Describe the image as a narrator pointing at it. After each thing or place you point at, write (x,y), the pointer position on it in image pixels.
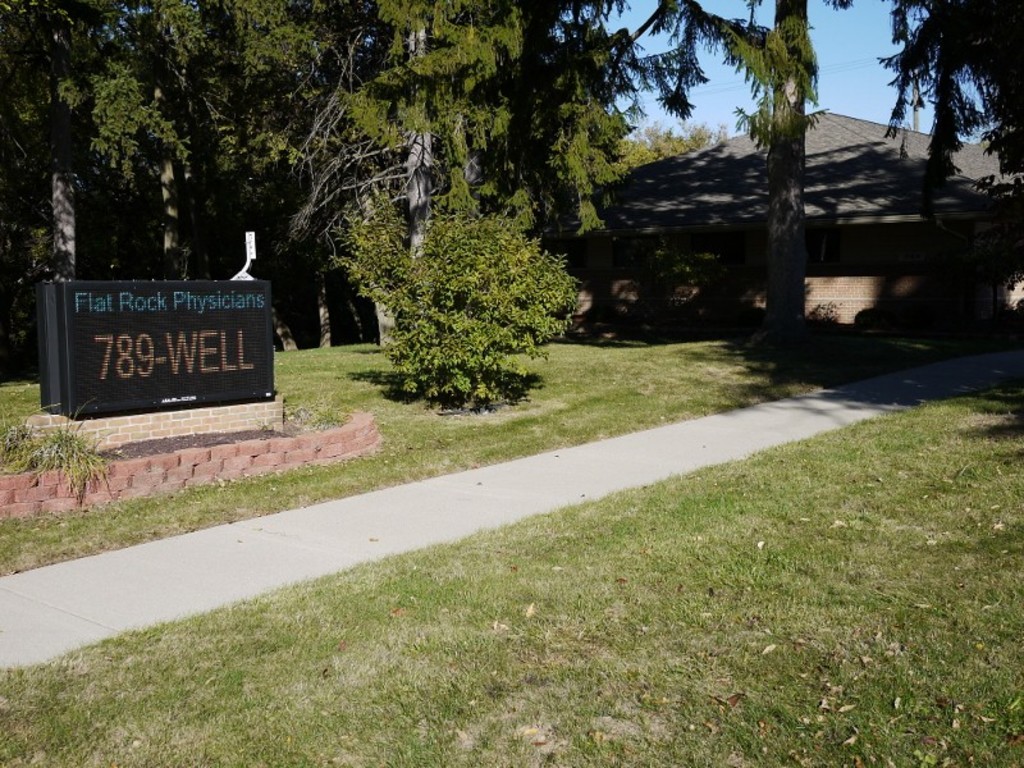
In this image we can see many grasses (688,586), on the left side (208,103) we can see some trees (144,168) and a board (69,355) and in the background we can see a house (984,163).
